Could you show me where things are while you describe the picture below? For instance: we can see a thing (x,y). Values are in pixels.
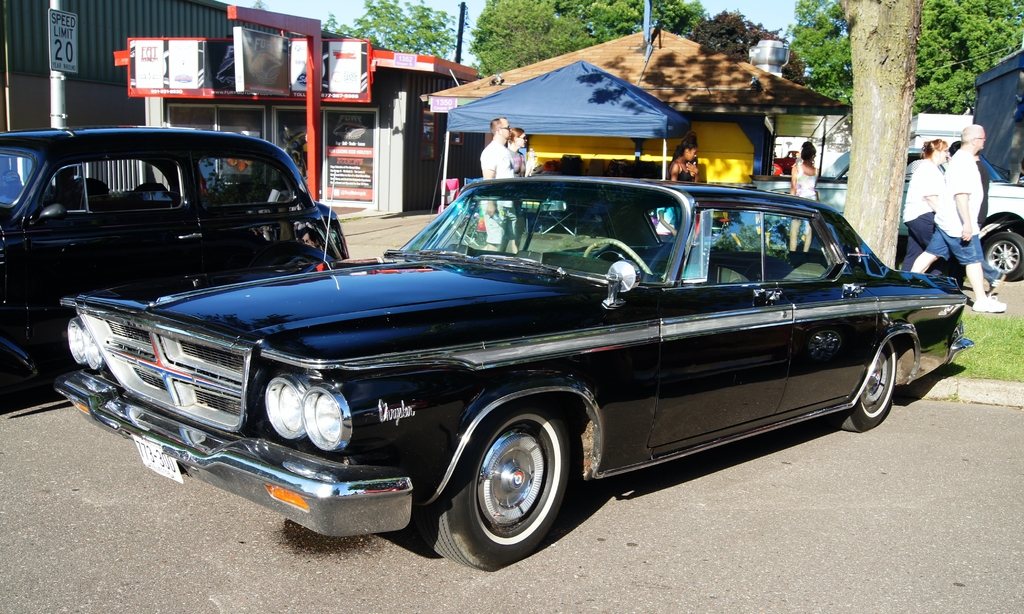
In the image there are two cars (255,219) parked in front of few huts (638,44) and behind one of the car (539,193) there are some people (676,166) walking on the road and behind them there is a store (275,115) and behind the store (192,60) there is some other compartment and in the background (737,30) there are many trees (944,54).
